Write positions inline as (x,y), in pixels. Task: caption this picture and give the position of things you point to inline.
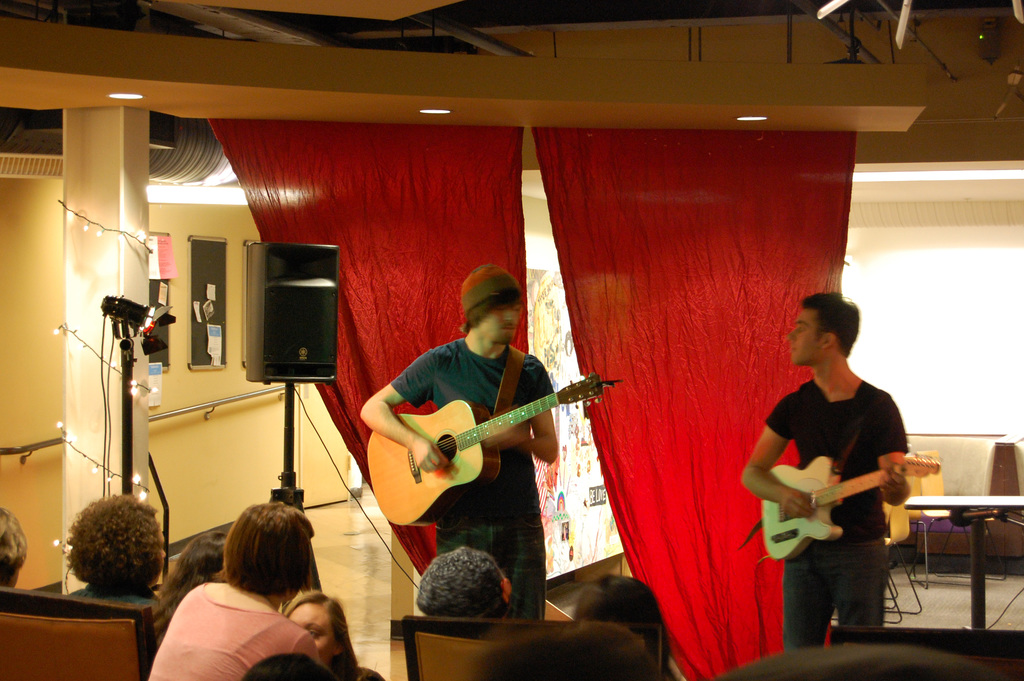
This picture consist of inside view of a building (26,256) and there is a board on the left side (198,289) and there is a red color curtain (607,163) visible on the middle (413,278) and there are some persons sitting on the chair (86,649) on the middle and there are two persons (544,453) holding a guitar (495,452) in their hands (799,495) and one is wearing a black color shirt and there is a speaker (272,334) kept on a stand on the left side (281,325) and there is a pipe line (199,408) attached to the wall (188,419) on the left side (185,407) and there is light (185,196) visible on the left side (196,188) corner.
